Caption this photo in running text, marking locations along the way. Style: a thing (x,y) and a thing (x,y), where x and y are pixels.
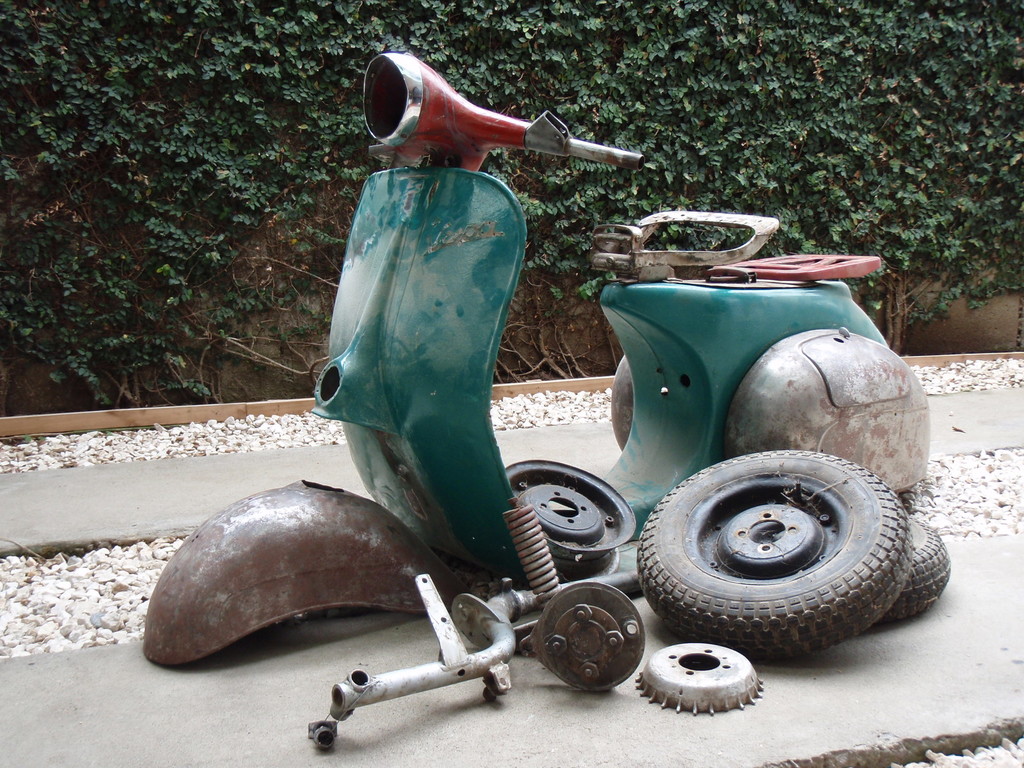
This looks like a damaged scooter (700,356). I can see a handle (445,98), which is attached to the scooter (441,299). There are two wheels (820,576) and some other iron parts (555,637) of the scooter (445,287) are kept on the ground (537,734). These are the small rocks (99,559). I can see the trees (469,44) with branches (743,60) and leaves (637,103).
